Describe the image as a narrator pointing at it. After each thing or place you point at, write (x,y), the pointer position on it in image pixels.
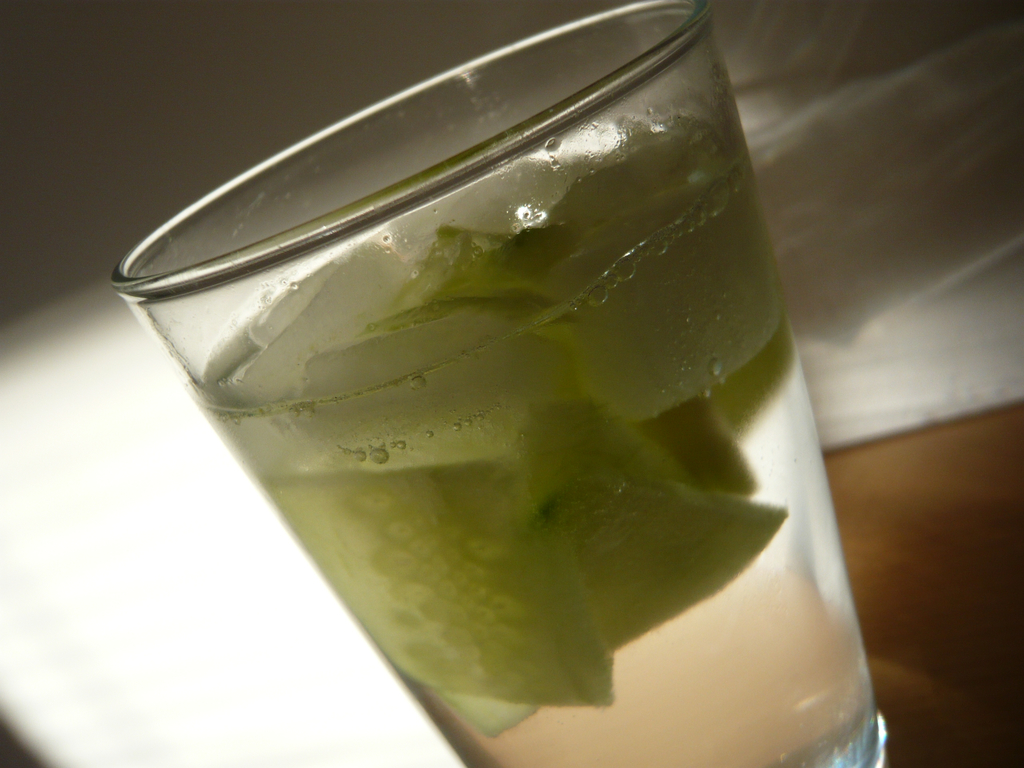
In this image I can see a glass (505,234) contain a drink (525,340).
